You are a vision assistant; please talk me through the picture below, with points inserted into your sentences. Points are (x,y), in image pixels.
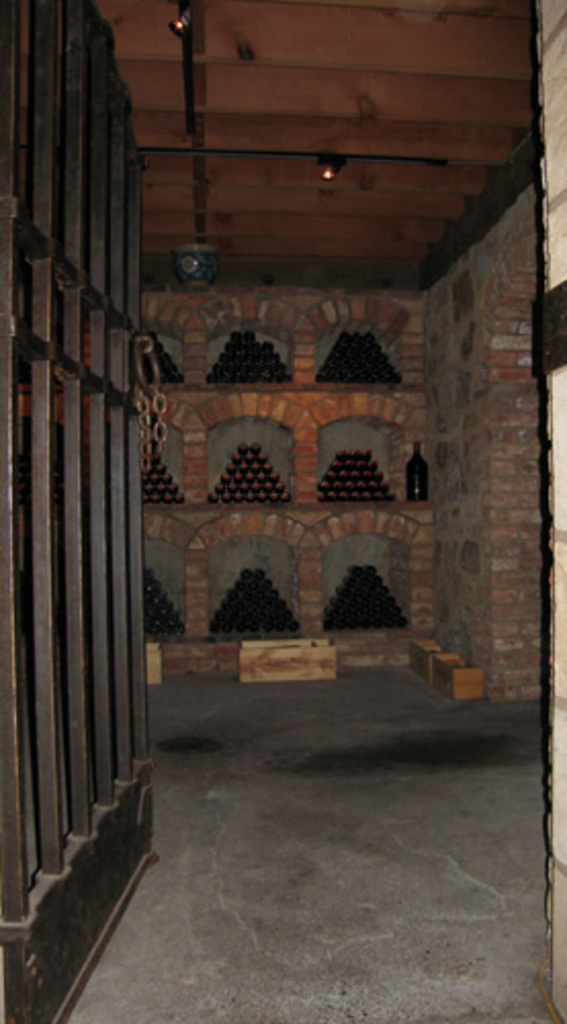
We can see gate (123,731) and floor (127,950). In the background (298,573) we can see objects (385,614) in shelves (368,407) and bottle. Top we can see lights (341,162).
